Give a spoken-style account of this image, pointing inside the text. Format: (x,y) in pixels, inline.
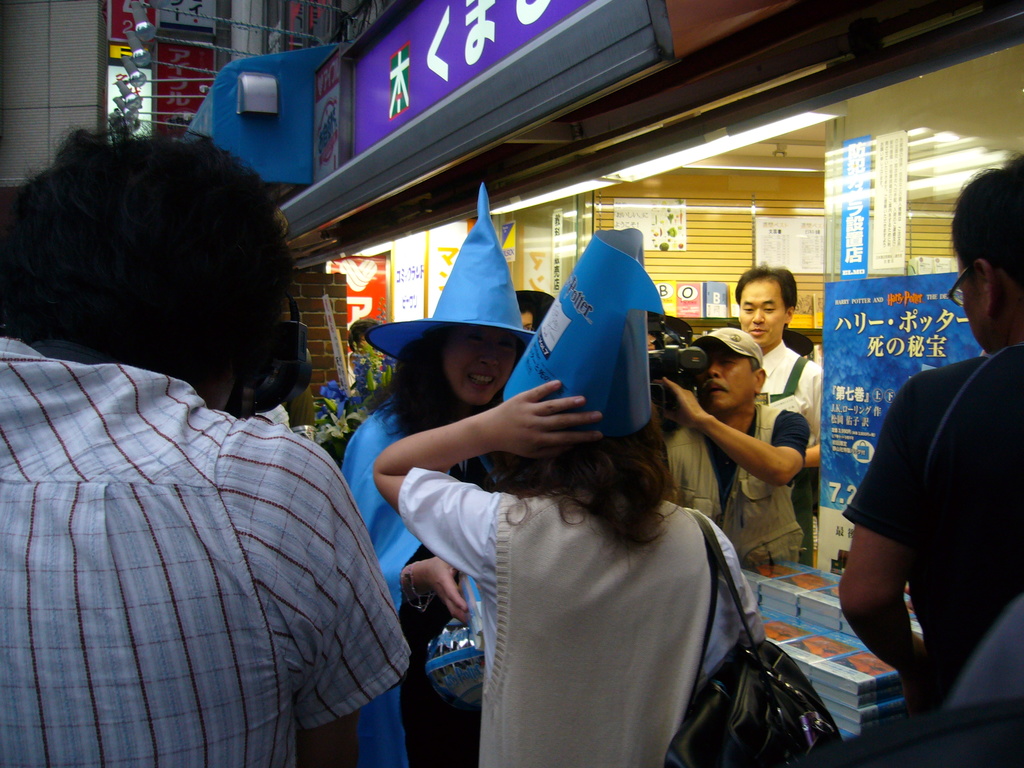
Here I can see two women (526,445) wearing blue color caps (502,323) on their heads (489,356), holding some objects (467,642) in the hands (450,578) and looking at each other. Around many people (207,479) are standing and two people (723,412) are holding the cameras (664,375) in the hands (677,388) and capturing. On the right side (831,427) there is a stall (853,316) and there I can see some books (814,611) and other objects (868,383). At the top (61,66) there is a wall (37,63).
